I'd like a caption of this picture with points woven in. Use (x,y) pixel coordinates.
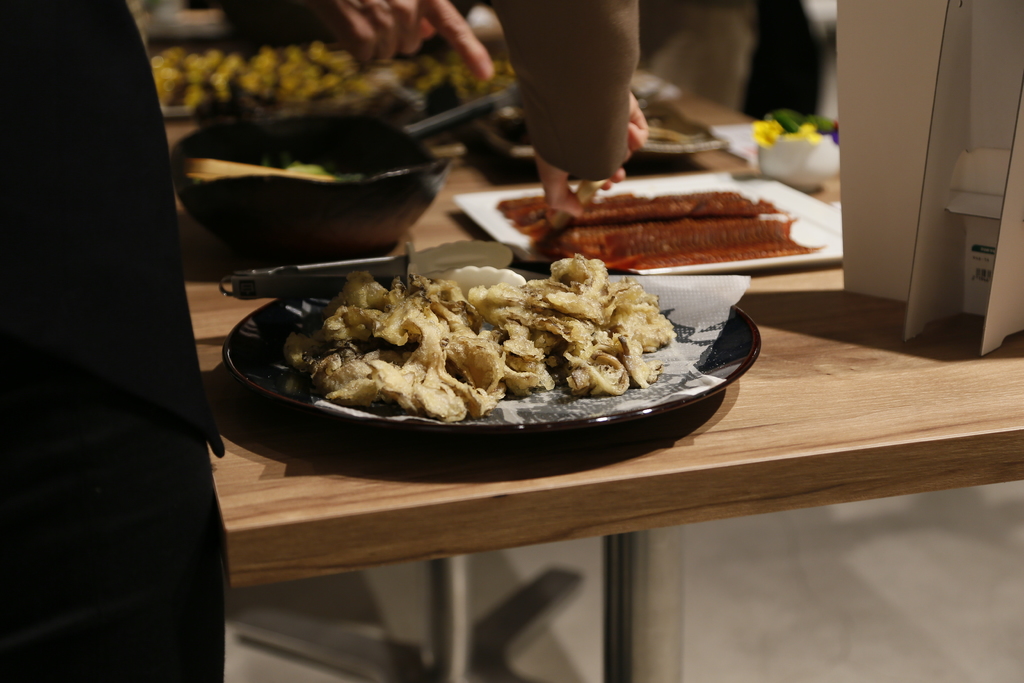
In this picture I can see food (301,342) in the plates (608,192) and I can see a bowl (321,211) and a small ceramic bowl (790,155) on the table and I can see human hands (371,34).
